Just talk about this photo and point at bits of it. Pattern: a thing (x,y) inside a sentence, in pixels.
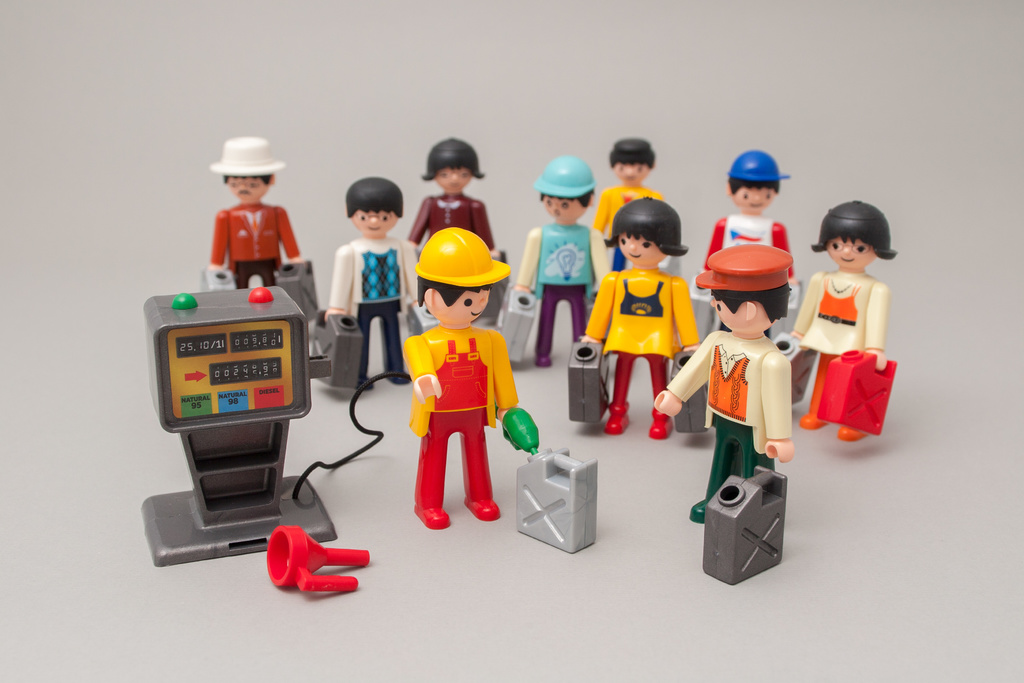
Here we can see toys (828,253) on this white surface (540,579).
